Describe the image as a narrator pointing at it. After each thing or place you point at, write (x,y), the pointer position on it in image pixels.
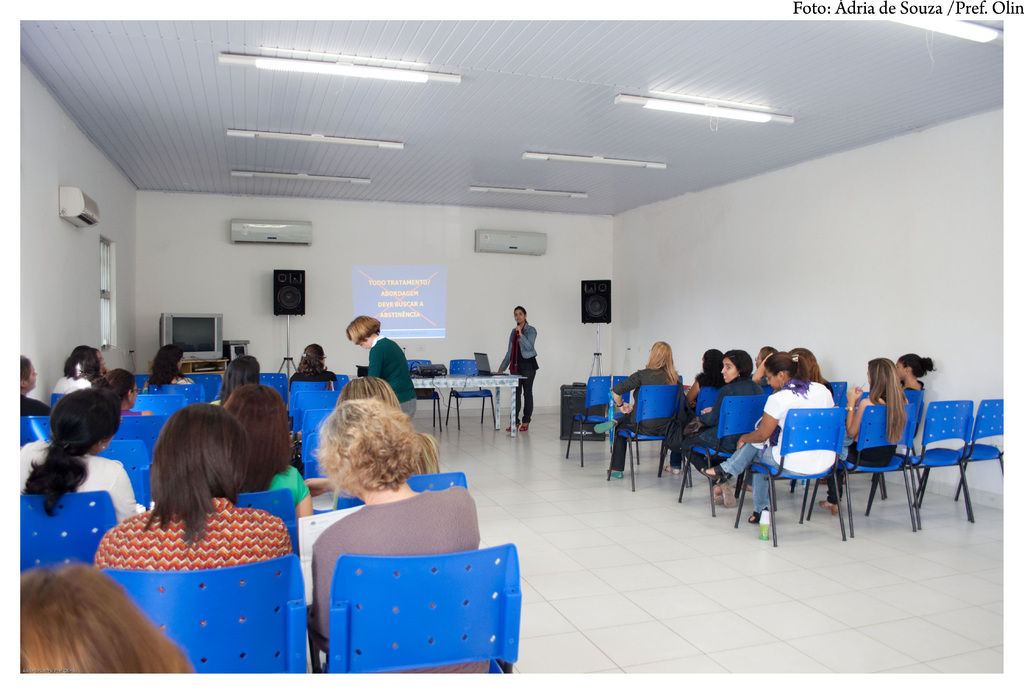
In this image there is a woman (511,371) standing and speaking in a mic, in front of the woman (532,327) there are a few people (245,374) sitting in chairs (299,421) and there is a person (376,361) standing, beside the woman (508,356) on the table (466,381) there is a laptop (488,371) and some other objects (432,368), behind the table (432,384) there are empty chairs (455,371), behind the woman (519,349) there are speakers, a television (217,347), a projector screen (384,289), three air conditioners (248,233) on the wall (321,241), at the top of the roof (370,115) there are lights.
